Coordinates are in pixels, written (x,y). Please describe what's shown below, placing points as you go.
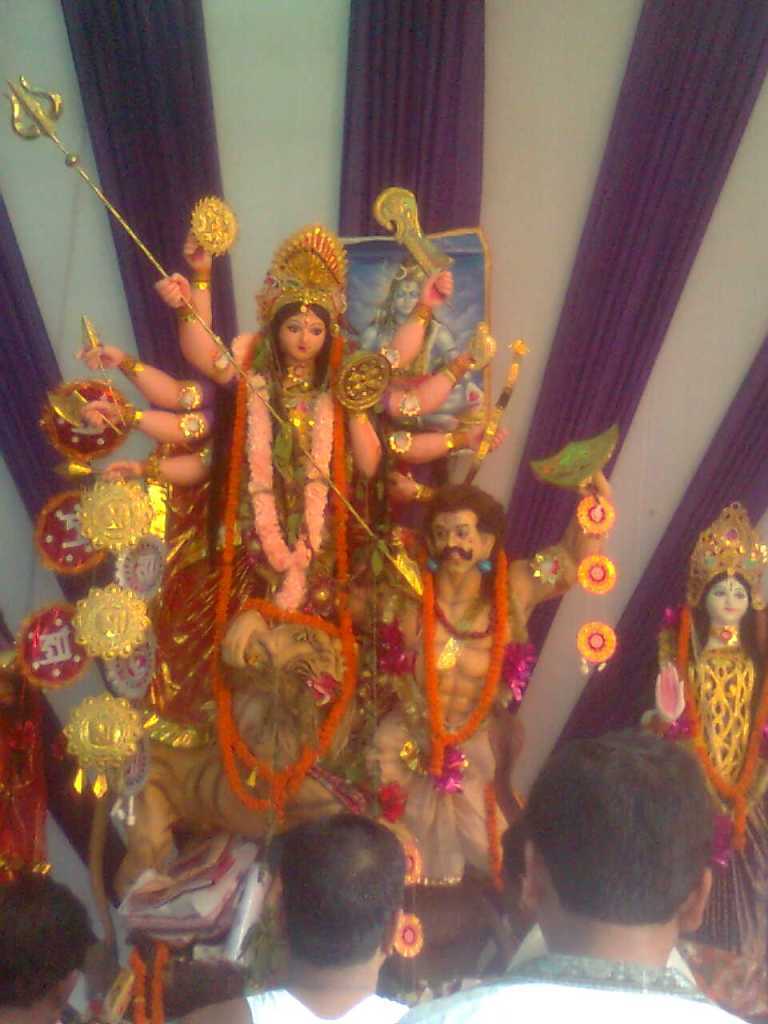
In this image we can see idols (707,722) with garlands (694,721). At the bottom (38,919) there are few people (575,936). In the background (139,203) we can see curtains (541,415).
